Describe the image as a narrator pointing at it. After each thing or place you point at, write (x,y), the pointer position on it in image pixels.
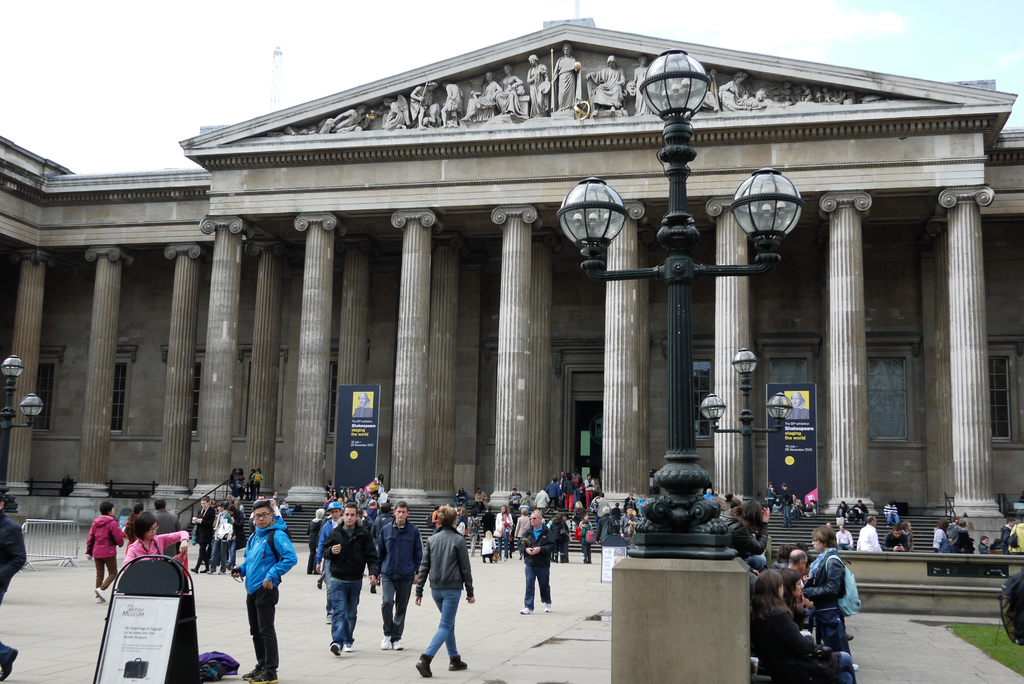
This image is taken outdoors. At the bottom of the image (590,637) there is a floor (53,564) and a board (187,612) with text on it. In the middle of the image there are a few poles (654,531) with lights (689,108) and a few people (412,555) are walking on the floor (288,616) and a few (125,529) are standing. On the right side of the image (772,599) a few people (783,592) are sitting on the bench (767,682). In this image there are many people (556,483). In the background (463,256) there is a building (296,308) with walls (148,359), windows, pillars (353,381), stairs (300,536), and railing (193,492), a door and carvings (431,91). At the top of the image (880,40) there is a sky (867,50) with clouds (377,63).
